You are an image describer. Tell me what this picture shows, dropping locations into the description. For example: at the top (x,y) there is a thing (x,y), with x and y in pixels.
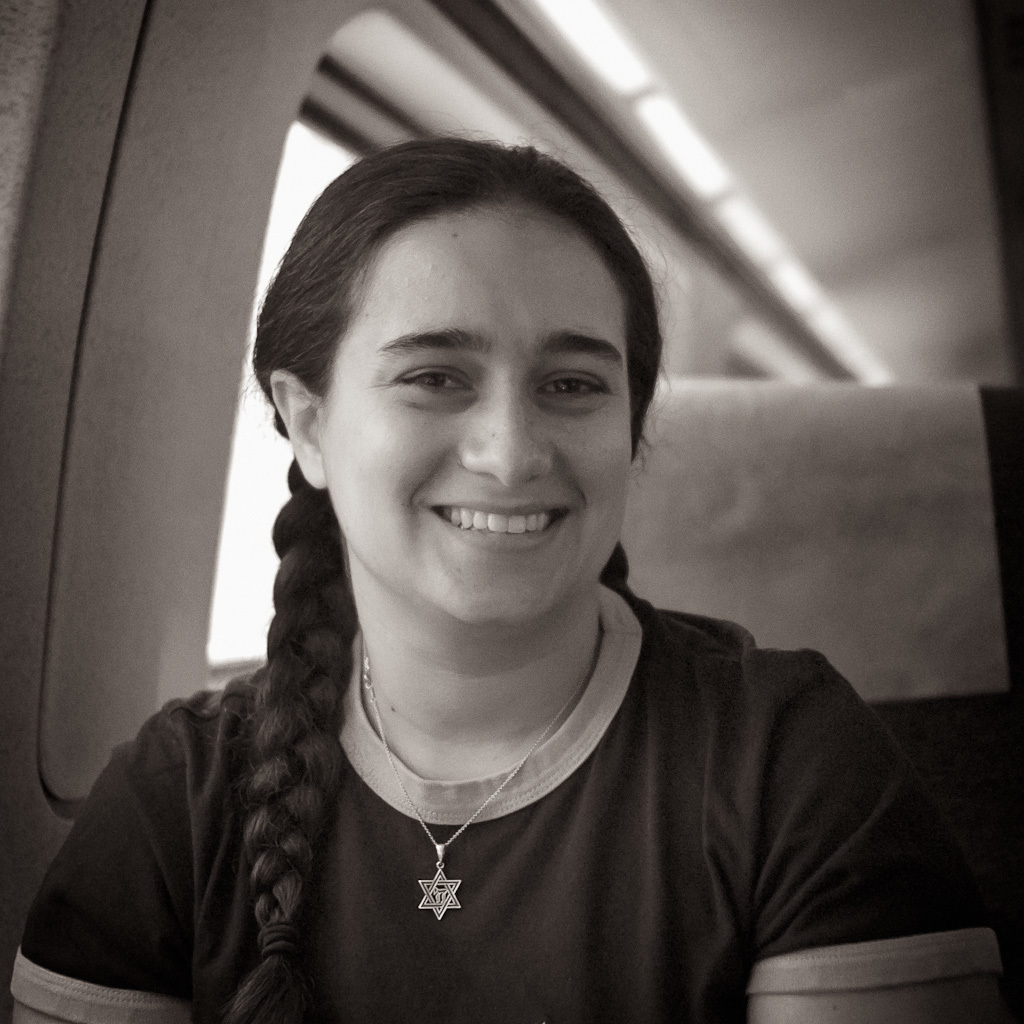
In the foreground (45,903) I can see a woman (45,903) is having a smile (489,505) on her face (522,511). In the background (339,100) I can see a window (391,106). It looks as if the image is taken in a vehicle (985,772).
